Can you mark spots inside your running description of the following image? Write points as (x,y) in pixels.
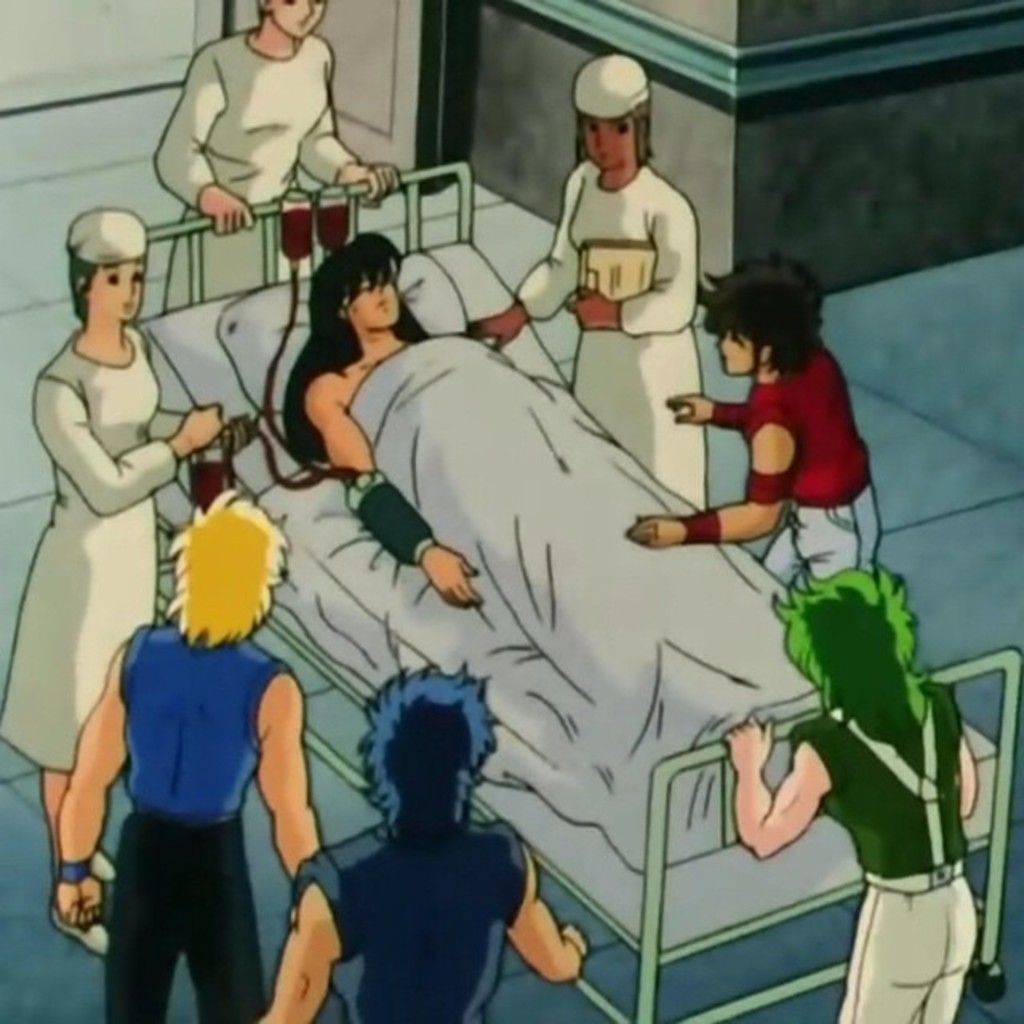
This is an animated image. A person (365,334) is sleeping on a bed (413,377). Other people (147,869) are standing.
